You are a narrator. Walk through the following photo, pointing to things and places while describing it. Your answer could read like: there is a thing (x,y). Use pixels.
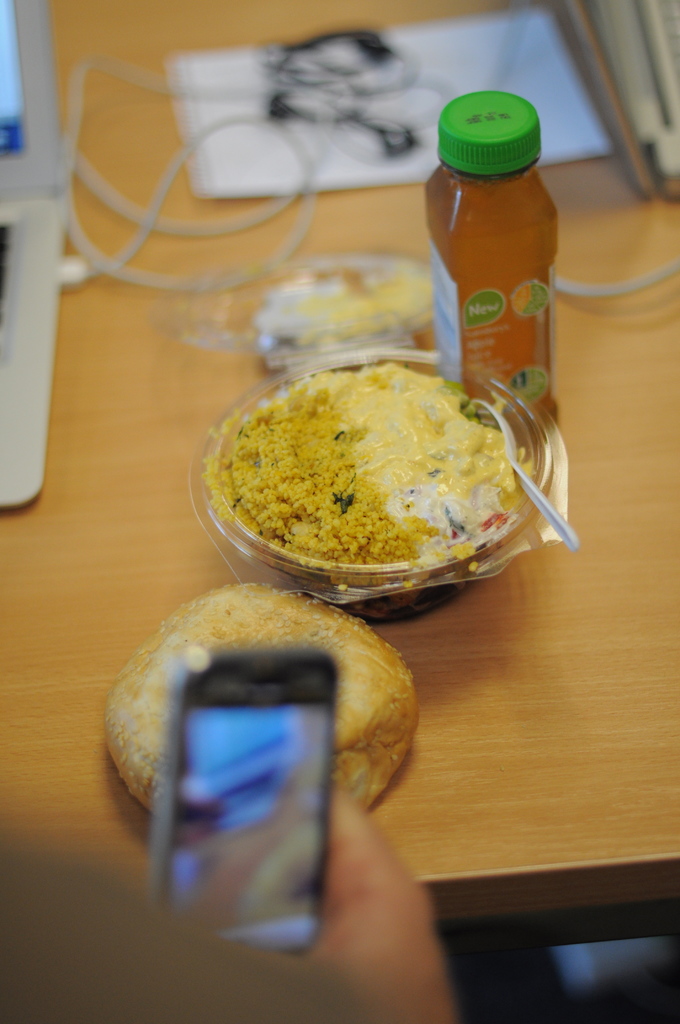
In this picture I can see a hand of a person (112,975) holding a mobile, there is a food item (428,421) with a spoon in a bowl (417,603), there is a bottle (532,247), laptop (33,60), paper (476,43), there are cables (311,57) and a bun (346,653) on the table (6,556).
